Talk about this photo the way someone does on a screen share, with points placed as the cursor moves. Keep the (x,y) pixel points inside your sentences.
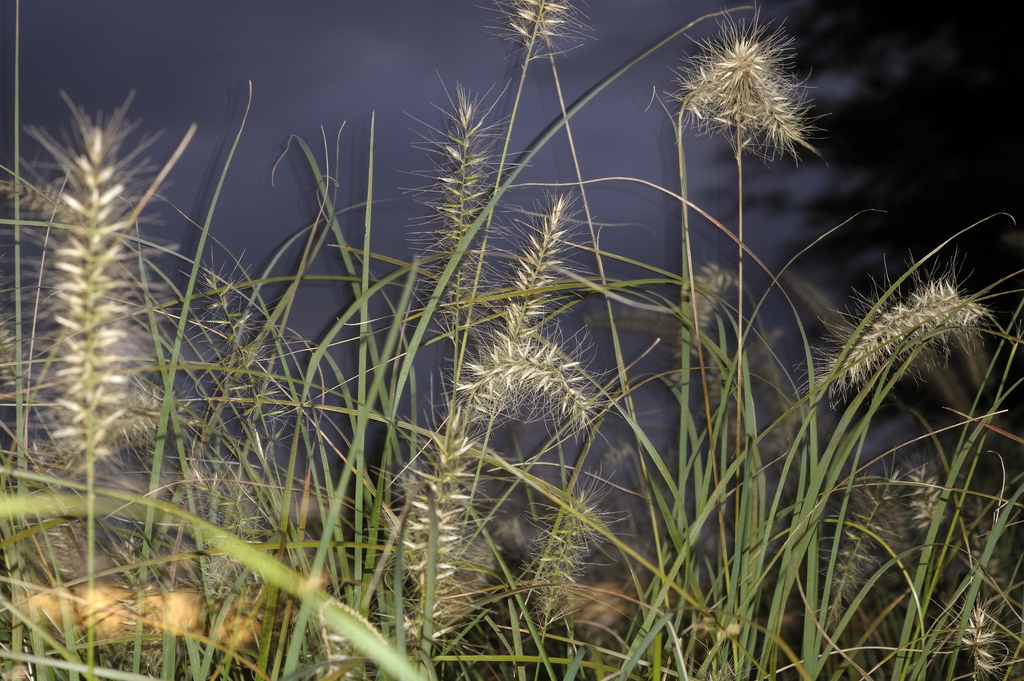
In this image at the bottom (704,525) there are some plants (176,530) and on the top of the image (557,95) there is sky (619,135), in the background (878,156) there is one tree (941,164).
